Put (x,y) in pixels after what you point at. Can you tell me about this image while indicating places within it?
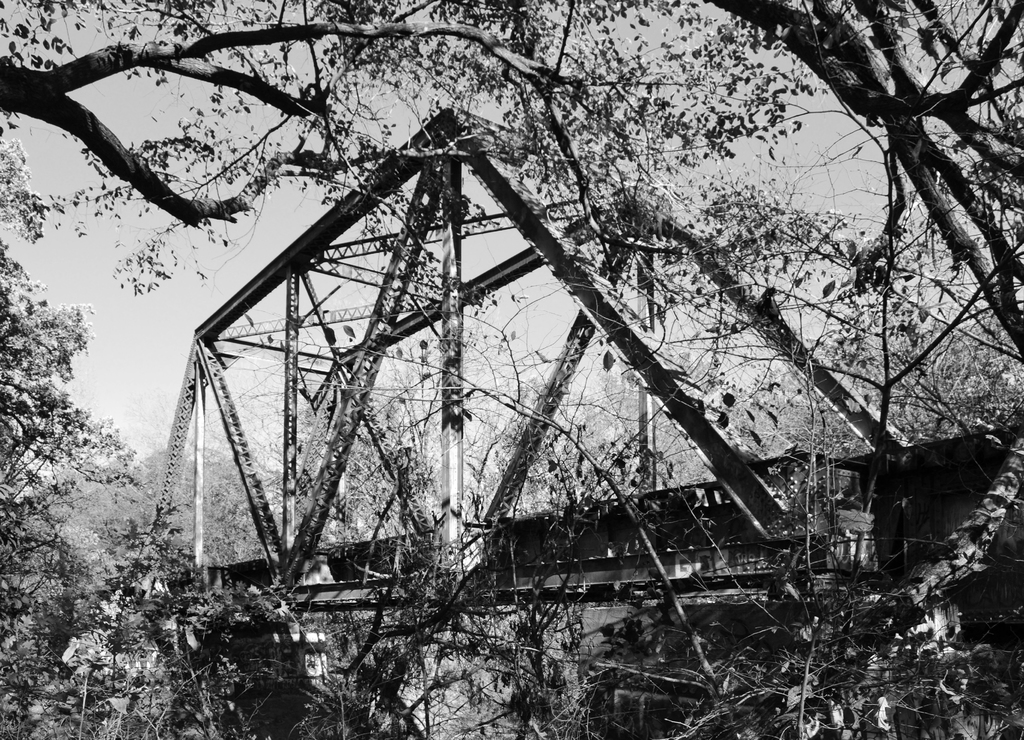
This is a black and white picture. In front of the picture, we see the trees (355,621). In the middle of the picture (513,474), we see the bridge (500,535) and we see the iron beam roof (308,355). There are trees (585,434) in the background (63,345) and we even see the sky (636,137).
